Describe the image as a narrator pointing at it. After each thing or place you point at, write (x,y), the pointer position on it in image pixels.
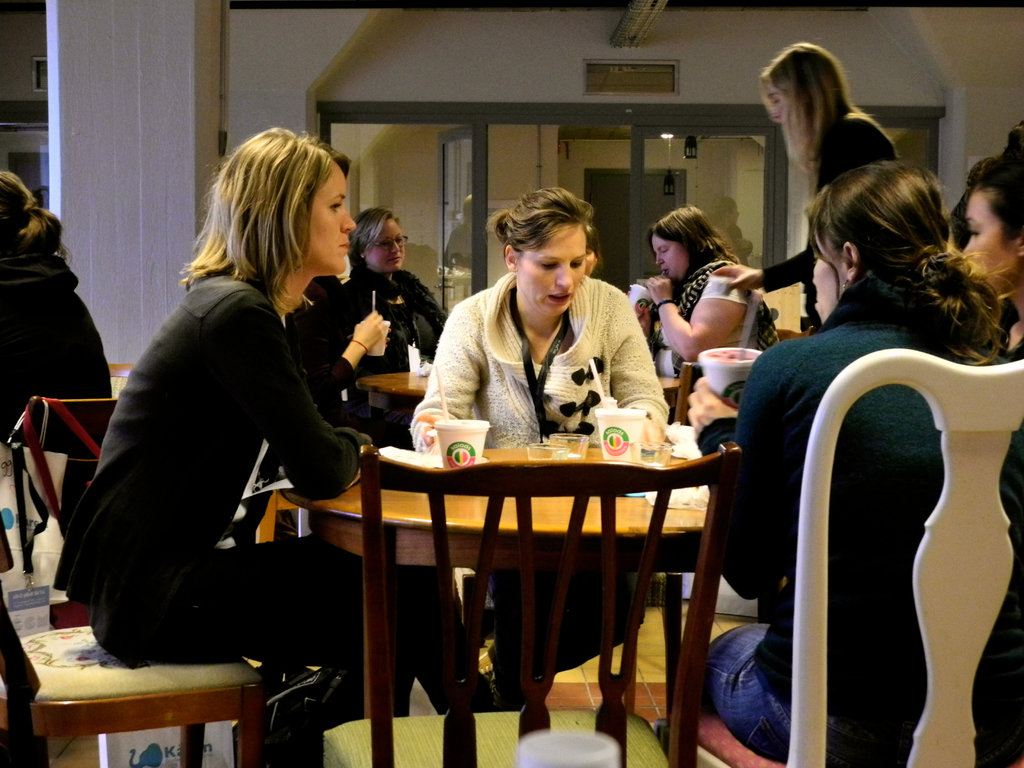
In the image we can see there are people (424,343) who are sitting on chair (977,552) and on table (498,460) there are glasses (663,460).
